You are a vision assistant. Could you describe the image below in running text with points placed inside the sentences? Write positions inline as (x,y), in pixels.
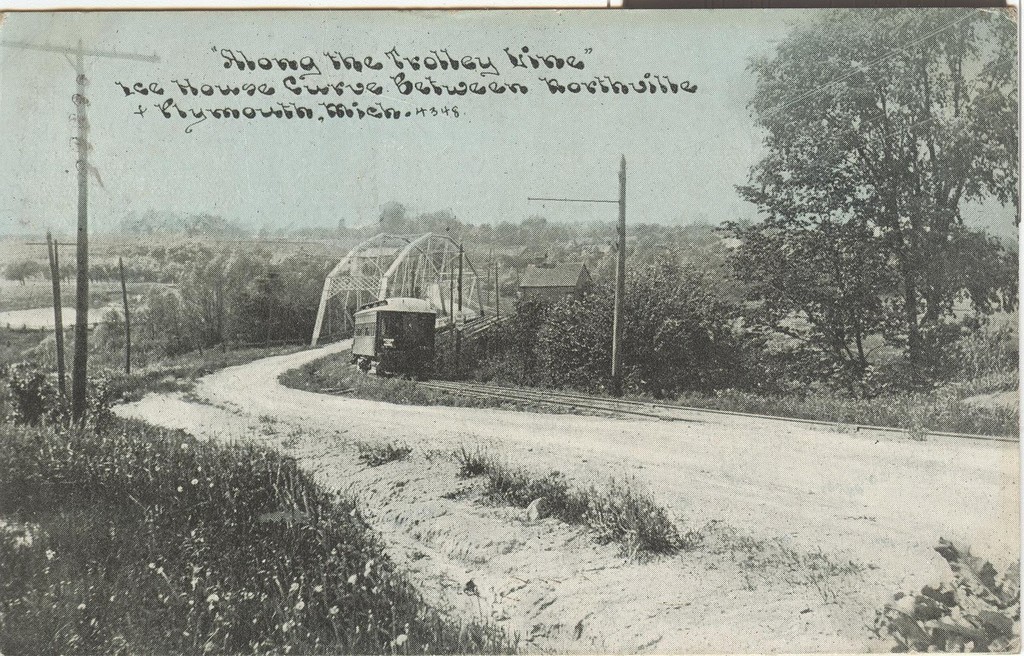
In this picture we can see a black and white photo. We can see a bridge (386,278), grass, poles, a vehicle (369,319), house (526,273), trees (522,249) and the sky (438,195). On the photo, it is written something.
